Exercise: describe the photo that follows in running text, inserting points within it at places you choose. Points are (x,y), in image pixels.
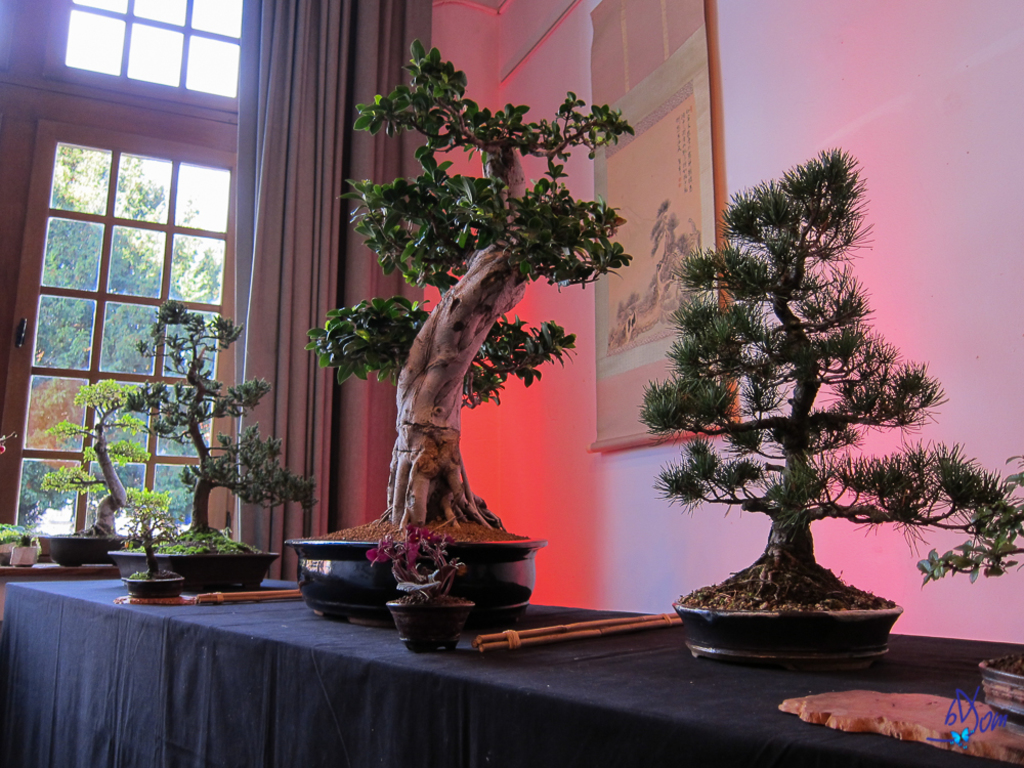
In the image I can see trees (421,417), plant pots (340,548), a black cloth (480,661) and some other objects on the table (257,694). In the background (610,184) I can see wall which has some object (631,242) attached to it, curtains (313,279), framed glass wall (148,441) and trees (119,364).
